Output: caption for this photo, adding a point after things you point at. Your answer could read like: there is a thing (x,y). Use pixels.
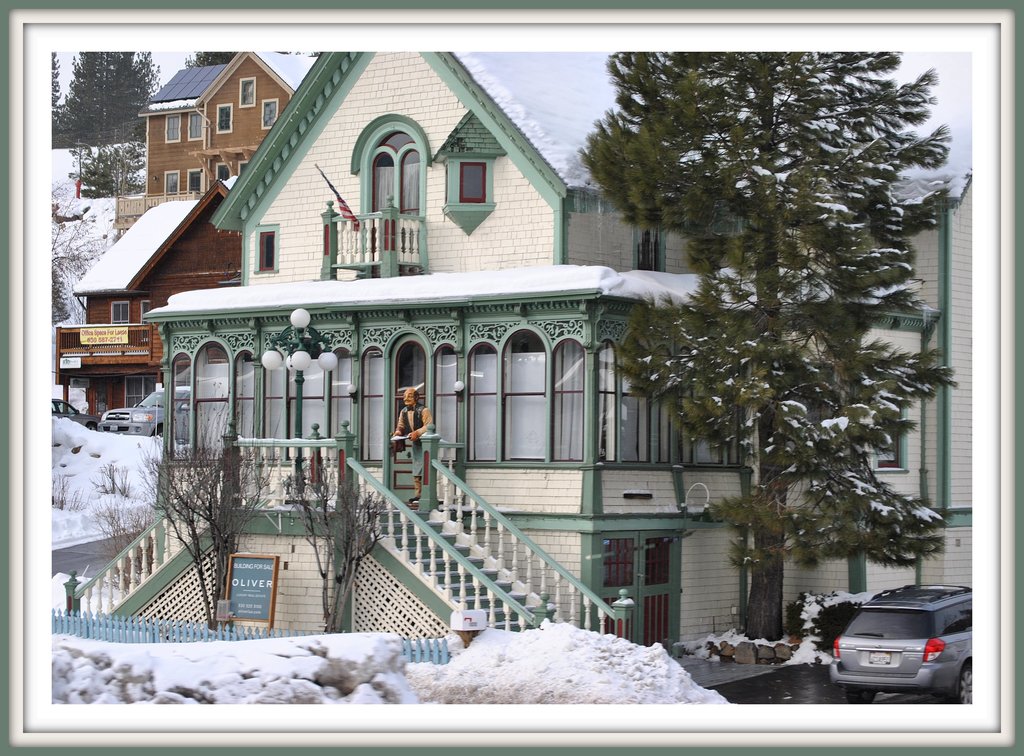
In this image I can see few buildings (317,240), windows (227,111), stairs (356,461), snow (438,682), trees (193,485), board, fencing (130,634), few vehicles (870,634) and the toy person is standing.
